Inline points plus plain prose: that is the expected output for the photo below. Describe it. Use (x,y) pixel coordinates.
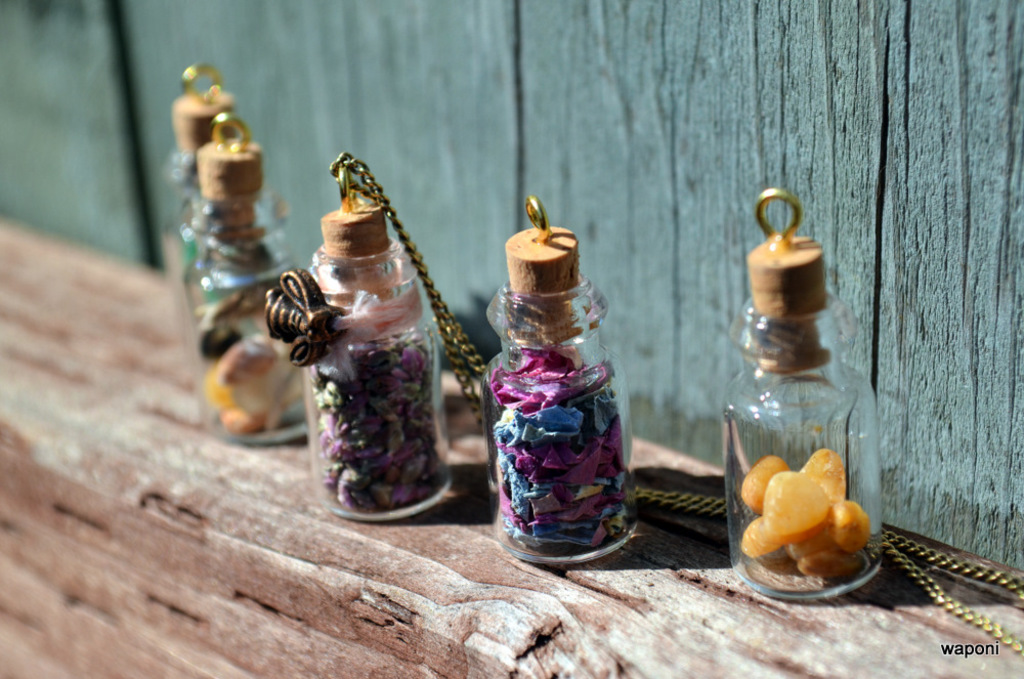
There are five small glass jars (432,358) which are closed with small piece of wood (544,270) and in the glass jar (250,337) we can see small stones (270,363) and papers (590,466). To one of the glass jar (390,250) the cap (365,231) has a chain (950,566).
